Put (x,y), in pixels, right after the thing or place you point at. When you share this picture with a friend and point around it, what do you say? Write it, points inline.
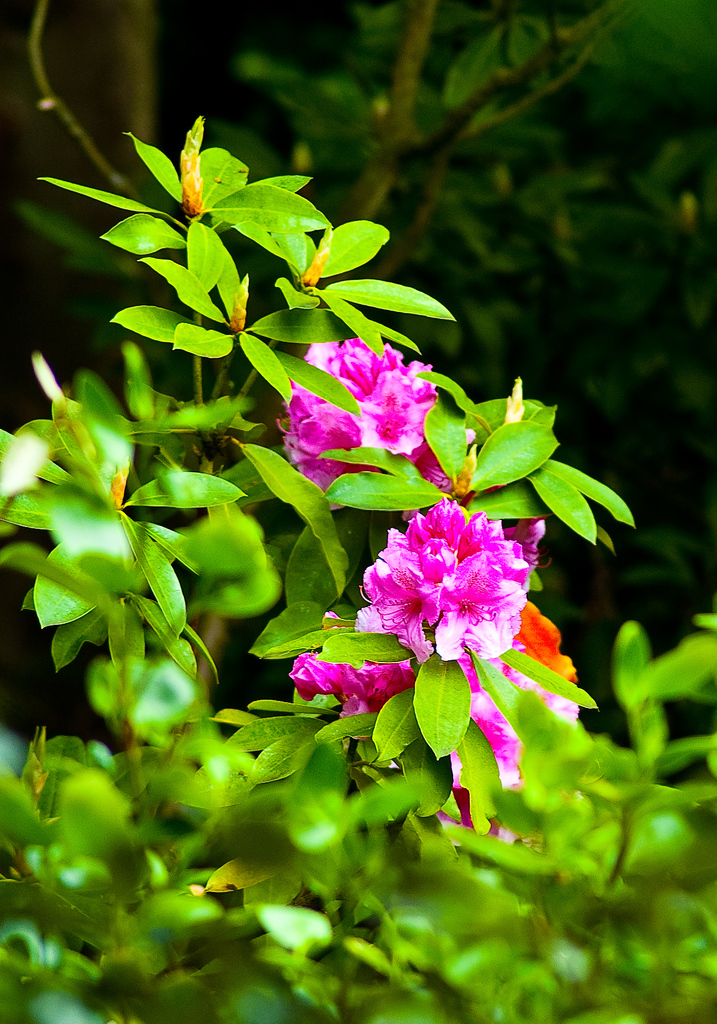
In the picture I can see purple colored flowers (388,413) of the plant (398,702). The bottom of the image (328,815) is slightly blurred. The background of the image (420,27) is dark, where we can see a few more plants (420,179).
